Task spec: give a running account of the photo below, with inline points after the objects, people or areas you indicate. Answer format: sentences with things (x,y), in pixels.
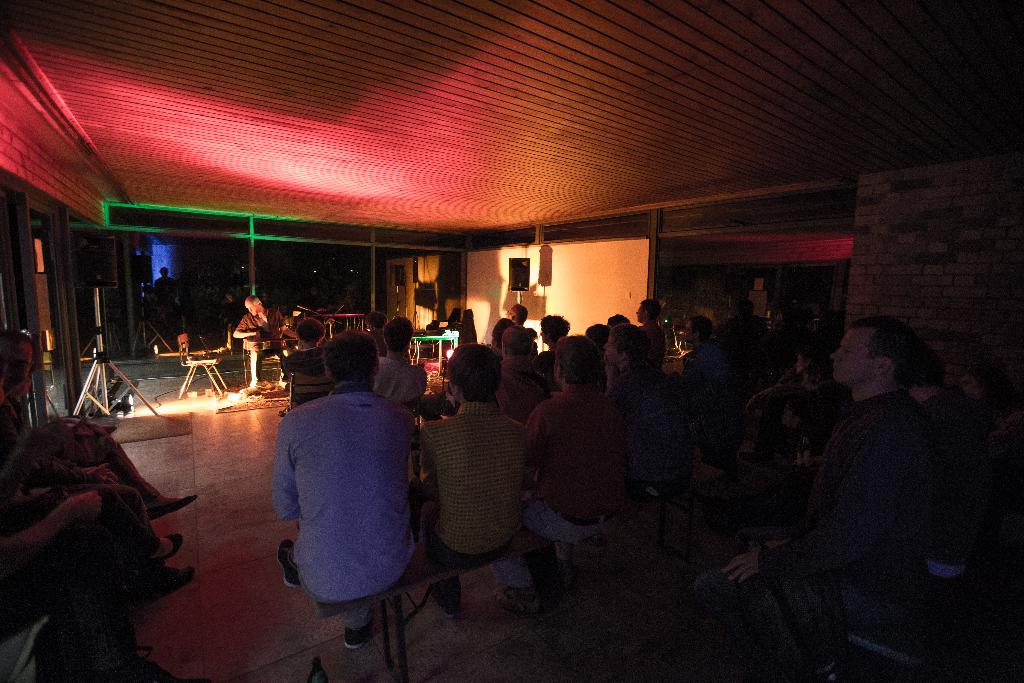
In this picture we can see some people (840,453) sitting in the hall (191,301) and listening to the music. Behind we can see a man (247,335) sitting and playing the guitar (277,331). On the top (361,102) there is a wooden ceiling (585,120).
